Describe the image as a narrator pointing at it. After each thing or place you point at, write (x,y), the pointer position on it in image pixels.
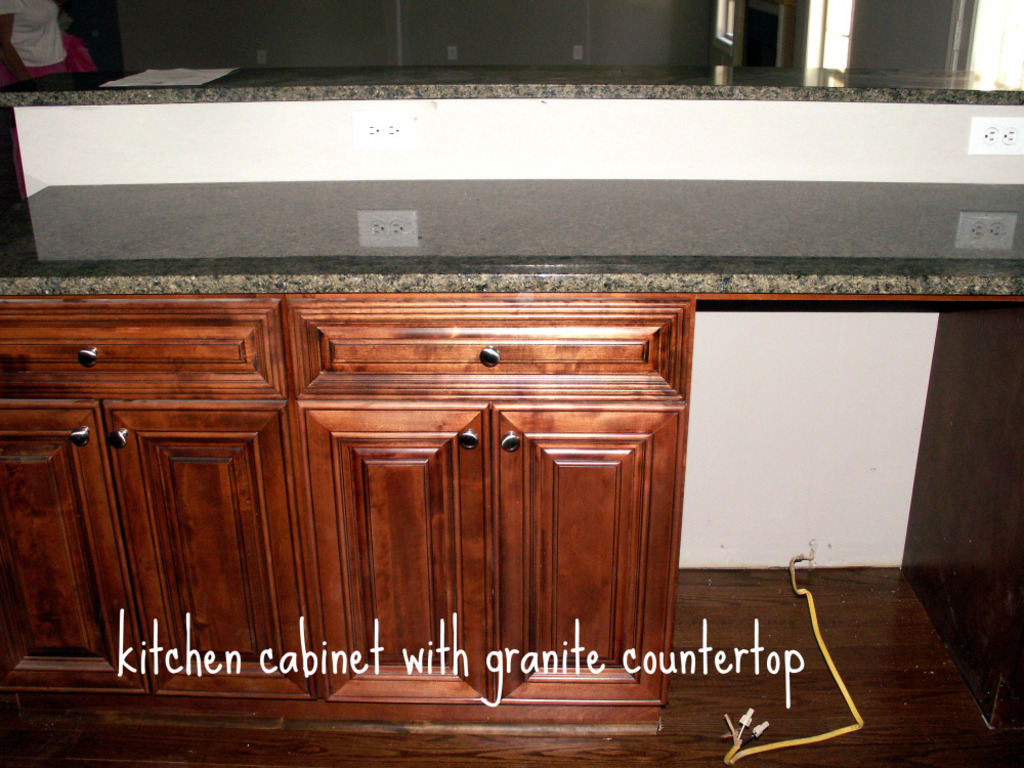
In the picture we can see some wooden cupboards (433,714) and beside it we can see a white plank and on the top of it we can see a plank (207,260) with some switch socket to it.
